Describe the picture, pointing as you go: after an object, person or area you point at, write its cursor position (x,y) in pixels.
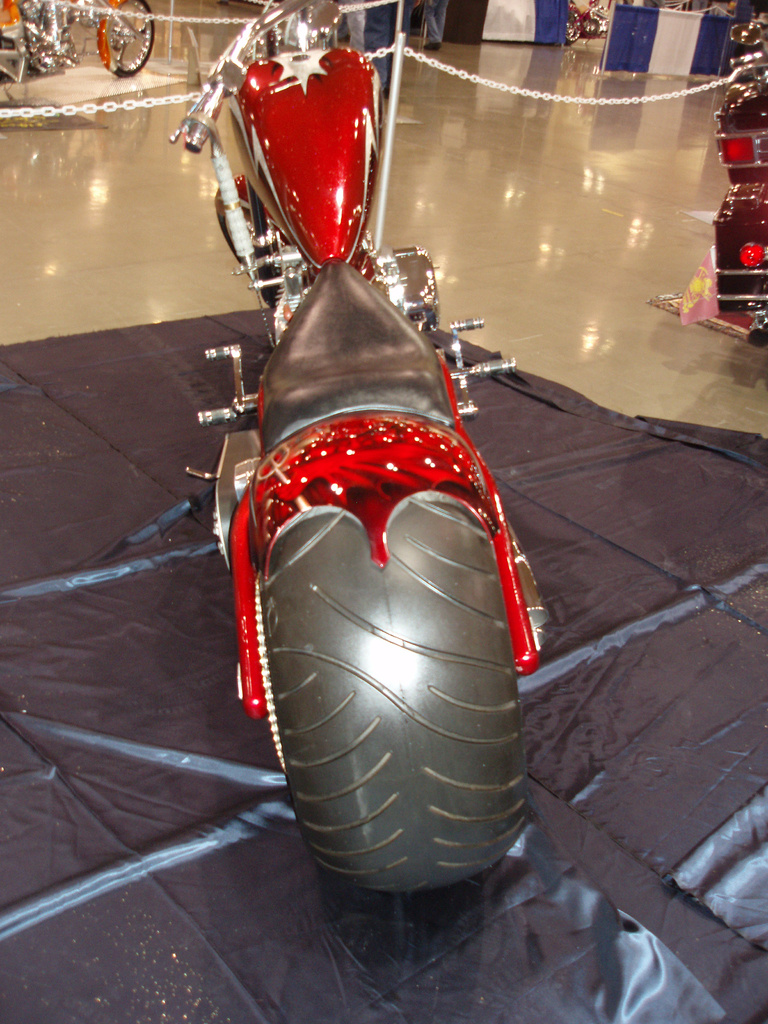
In this picture, we see a red color bike (349,331). At the bottom (572,847), we see a sheet (612,714) in black color. Beside the bike (378,98), we see an iron pole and chain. In the left top (117,18), we see a bike (33,15) in orange color. On the right side (756,183), we see a bike (742,267) in black color. In the background (544,31), we see two tables (609,60) in white and blue color.
